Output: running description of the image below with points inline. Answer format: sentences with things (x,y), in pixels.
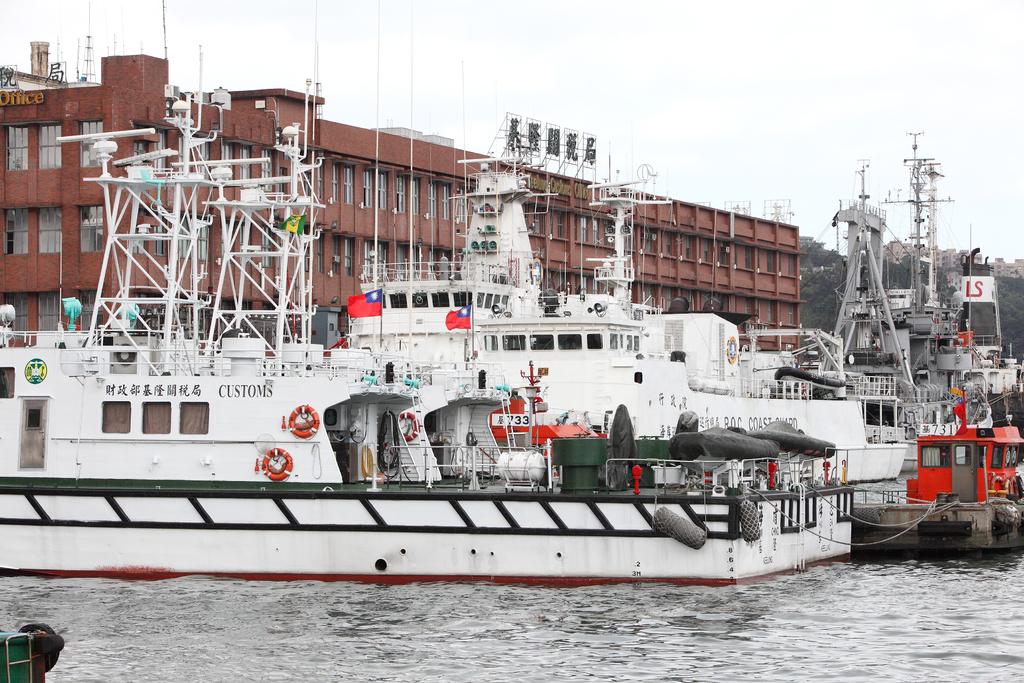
In this image it seems like a ship harbor (359,335) in which there are so many ships (459,482) in the water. In the background (736,258) there is a building (780,245). At the top of the building (793,241) there is a hoarding (575,143). At the top (784,31) there is the sky (829,23). At the bottom (509,610) there is water (736,628). In the ships (580,365) there are so many poles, motors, life jackets (315,425) in it.
